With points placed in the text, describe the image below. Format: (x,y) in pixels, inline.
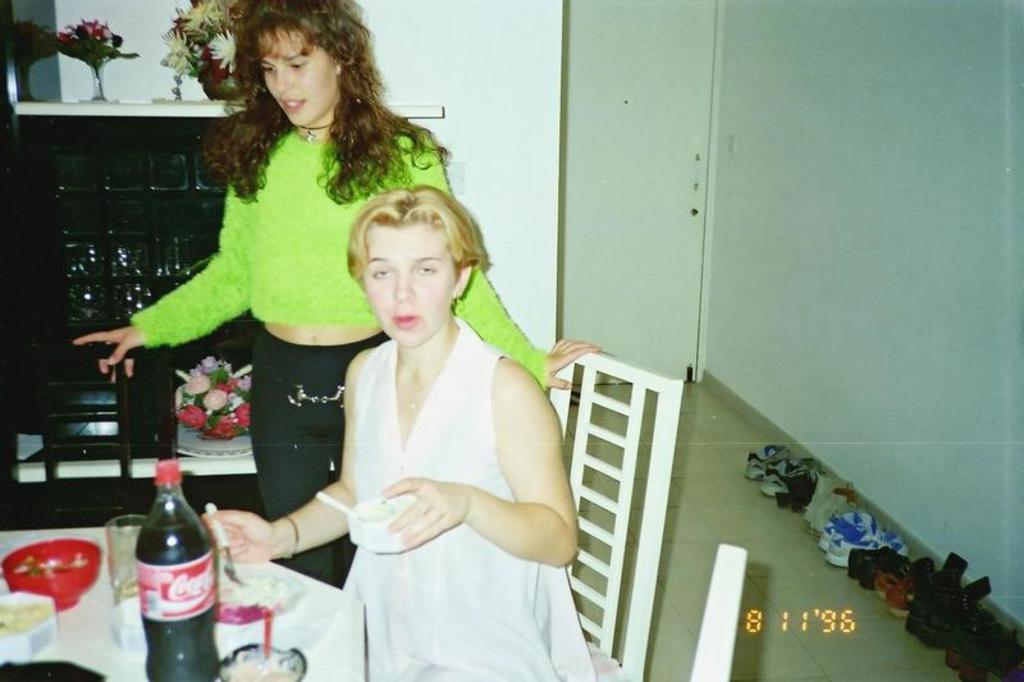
In this image, we can see 2 human beings (454,353). One is sat on the chair (597,640) and other is standing. And the left side (306,595) bottom, we can see white table (77,655), few items (83,540) are placed on it. Right side (964,629), so many footwears (866,571) are placed. Here we can see white wall (838,269), white door (702,220). And the background (215,399), there is a table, few items (129,256) and flowers (201,411) are placed on it.
